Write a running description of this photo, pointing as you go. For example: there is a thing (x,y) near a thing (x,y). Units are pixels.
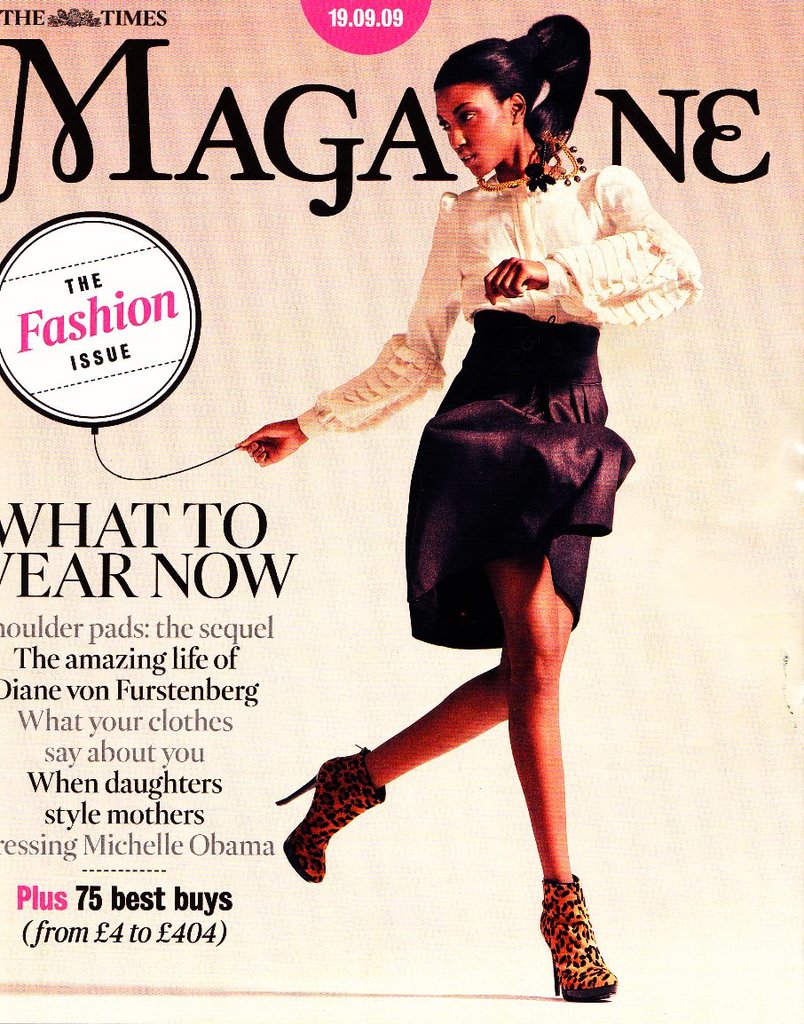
This is a cover (480,506) of the magazine. In this image we can see a picture (494,263) and text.
